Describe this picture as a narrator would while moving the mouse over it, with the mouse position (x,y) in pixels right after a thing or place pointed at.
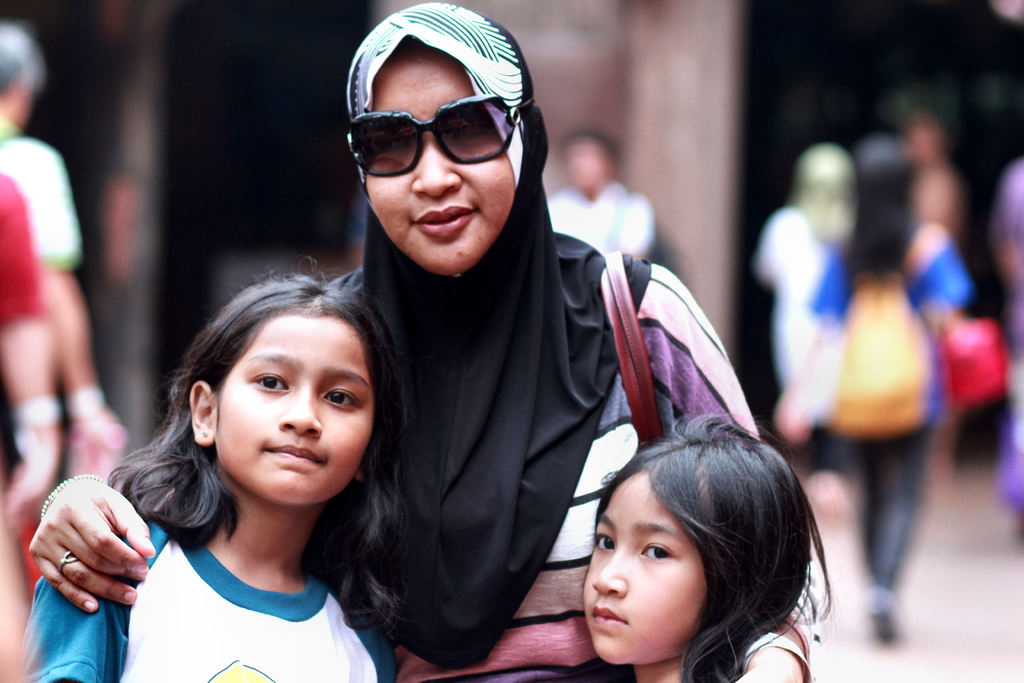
In this picture there are three people (614,655) standing. In the background of the image (786,248) it is blurry.
